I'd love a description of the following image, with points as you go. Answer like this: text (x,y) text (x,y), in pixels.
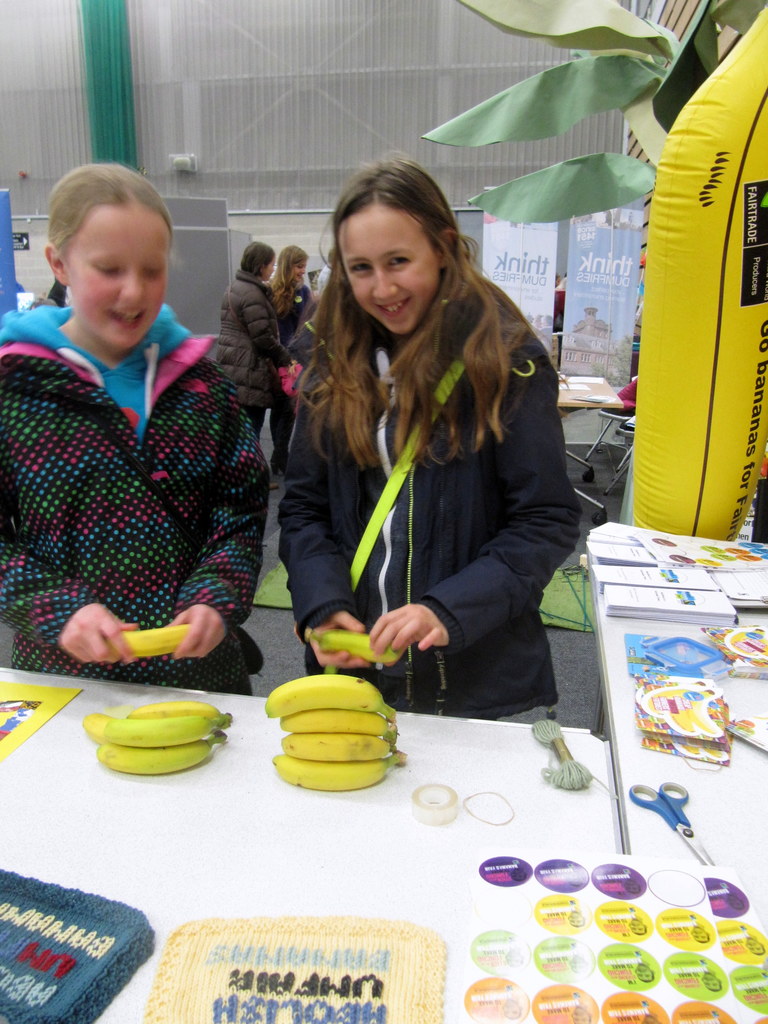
In the image we can see there are girls (300,596) standing and they are holding banana (394,642) in their hand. There are scissors (687,829), thread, tape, books (688,749), woolen kerchiefs (37,970), and papers (670,705) kept on the table (682,762). Behind there are people (236,307) standing and there are banners (531,244).
